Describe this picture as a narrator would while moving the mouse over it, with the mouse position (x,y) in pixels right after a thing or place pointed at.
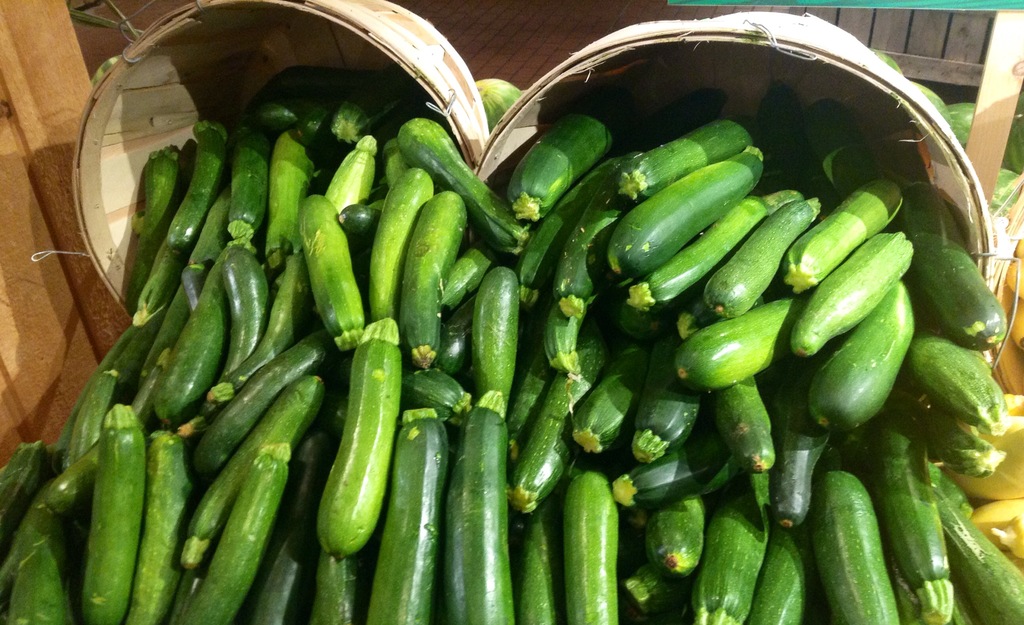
We can see zucchini (381,407) and baskets (591,98).
